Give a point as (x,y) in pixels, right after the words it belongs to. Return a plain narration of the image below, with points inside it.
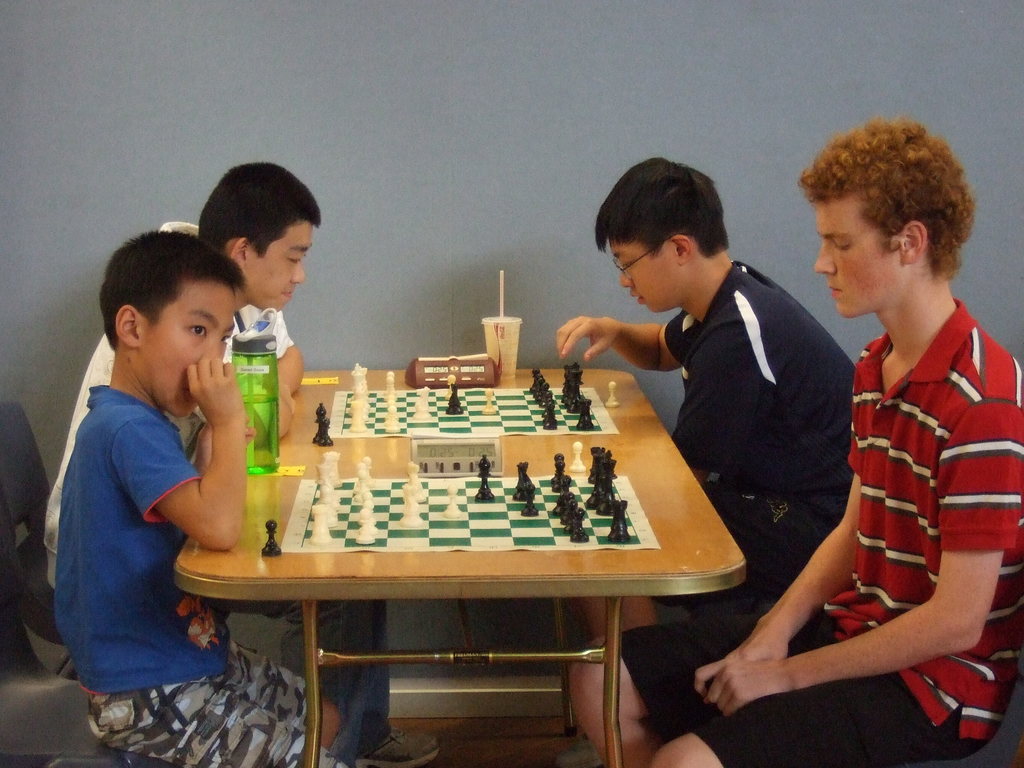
This image contains four person (889,673). Person (752,638) at the right side (895,219) is wearing red shirt (921,421) behind person (722,477) is wearing a blue shirt (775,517). At the left side (255,706) there is a person (179,749) wearing blue shirt (100,495) behind person (253,286) is wearing white shirt (284,324). There is a bottle (265,367) and chess board coins (326,471) arranged on a table (719,563).
